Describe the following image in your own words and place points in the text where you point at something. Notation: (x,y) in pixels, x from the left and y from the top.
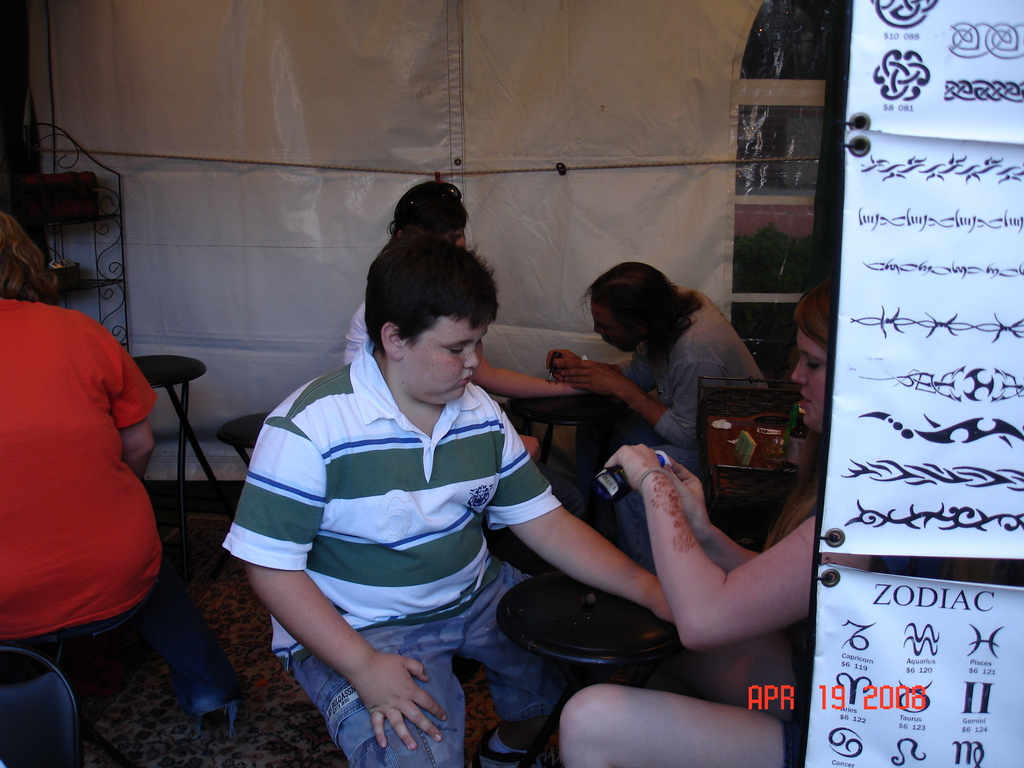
In this image we can see two people (754,580) sitting in the opposite direction. There is a stool (650,628) in between them.
